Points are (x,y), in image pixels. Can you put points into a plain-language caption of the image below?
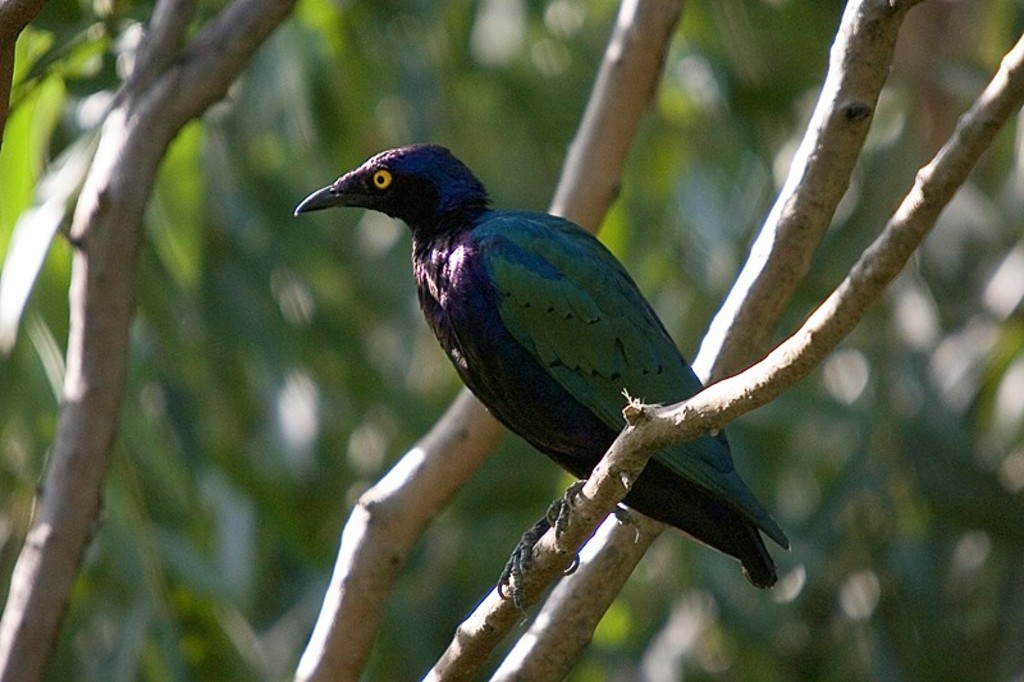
Here in this picture we can see a bird (430,269) present on the branch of the tree (489,611) over there.
